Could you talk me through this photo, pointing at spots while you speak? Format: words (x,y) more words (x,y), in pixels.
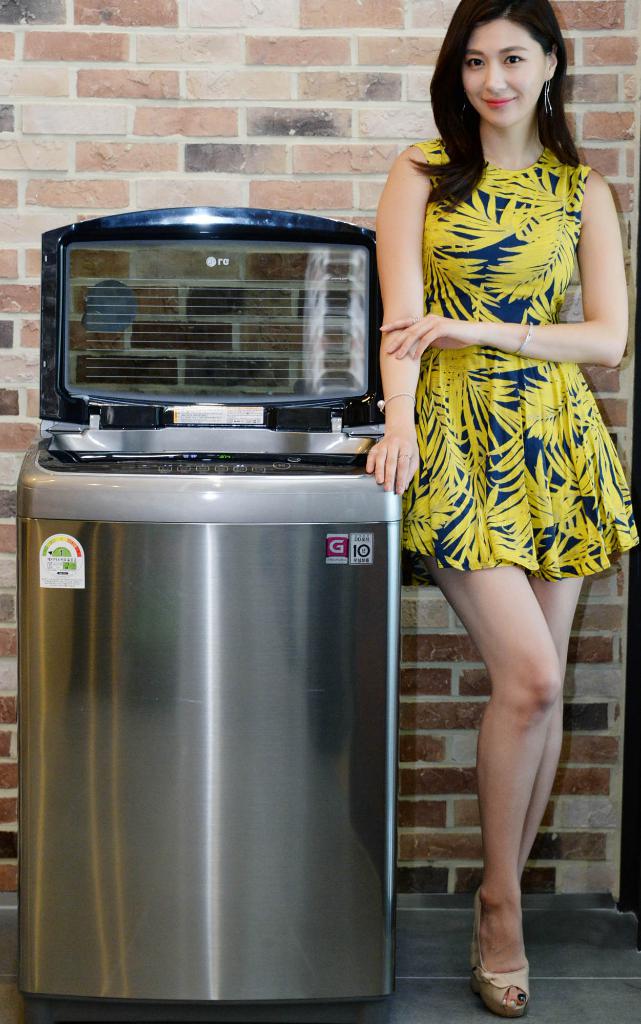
In this image we can see a washing machine (277,796). On the right (537,753) there is a lady (498,656) standing and smiling. In the background (229,81) there is a wall (135,49).
